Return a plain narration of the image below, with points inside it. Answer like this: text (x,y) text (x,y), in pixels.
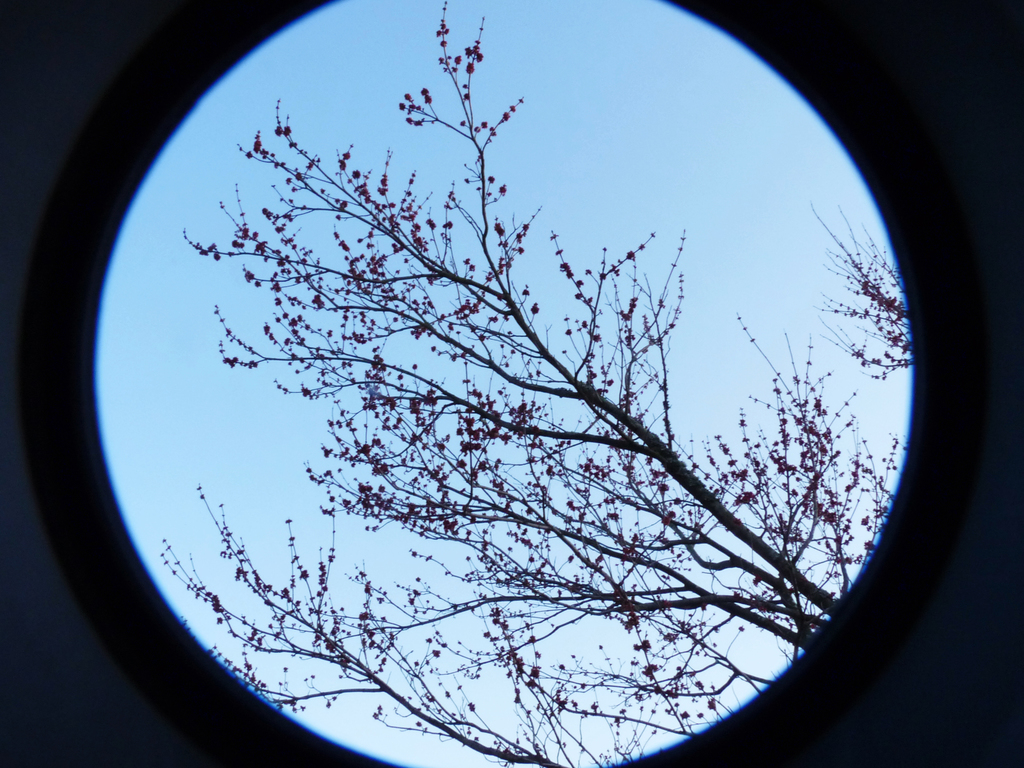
In this image there is a camera lens (45,760) through which i can see few trees (629,435). Behind it there is sky (527,400). Trees (660,511) are having few flowers (505,245).
